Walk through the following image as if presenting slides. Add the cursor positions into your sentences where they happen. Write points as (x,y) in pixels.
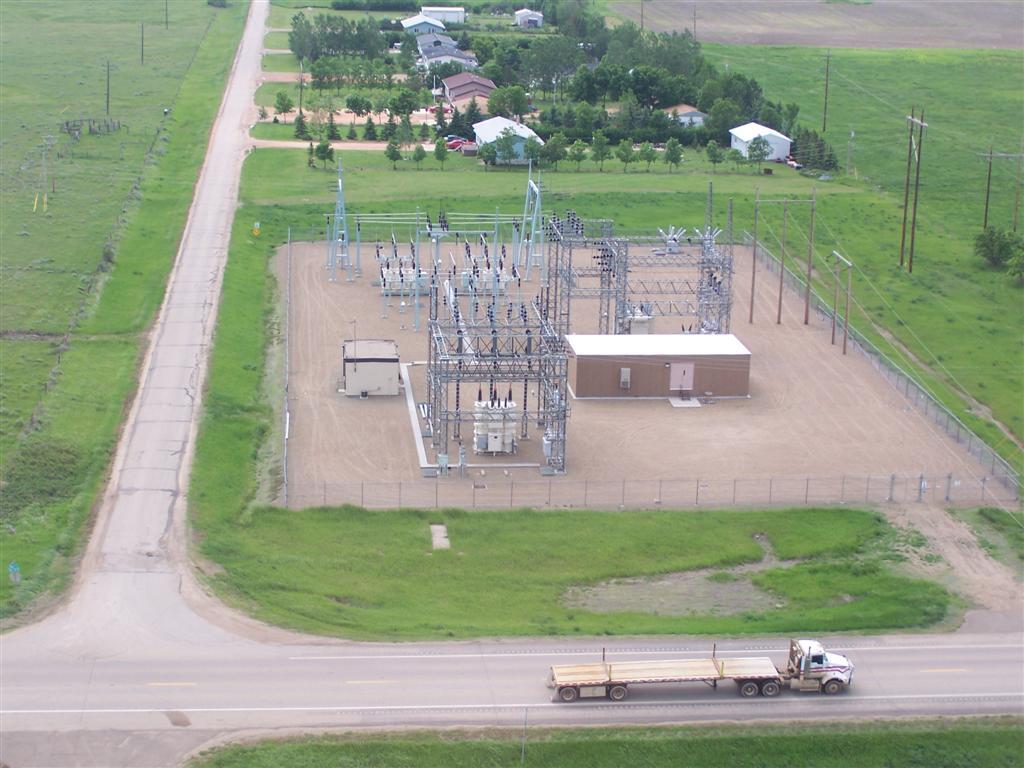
At the bottom (840,673) there is a vehicle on the road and we can see grass (228,551) on the ground (297,263). In the background (599,437) there are poles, houses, electric wires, road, trees (587,139), path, electricity station (802,344) and other objects (673,257).
